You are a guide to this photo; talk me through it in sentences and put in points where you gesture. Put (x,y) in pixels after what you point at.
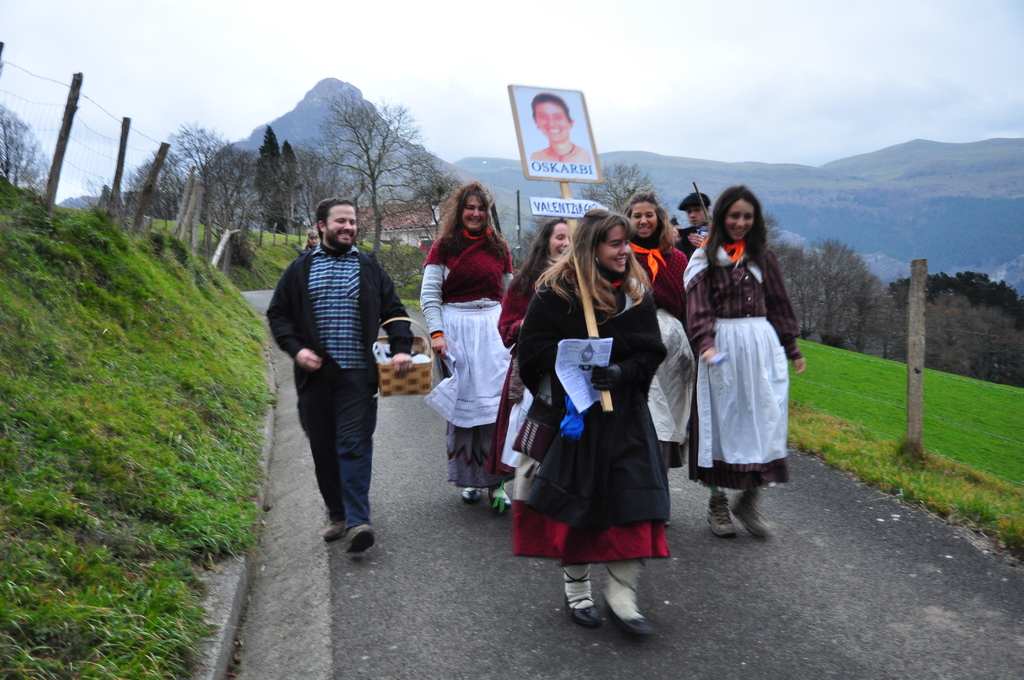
In this picture we can see a group of people (758,355) smiling, walking on the road (450,627), some people (351,367) are holding a basket (381,387), poster (578,120), papers (578,370) with their hands (601,385) and at the back of them we can see poles (196,187), trees (162,183), mountains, grass (830,353), fence (175,192), house (411,224) and in the background (511,124) we can see the sky (298,61).
